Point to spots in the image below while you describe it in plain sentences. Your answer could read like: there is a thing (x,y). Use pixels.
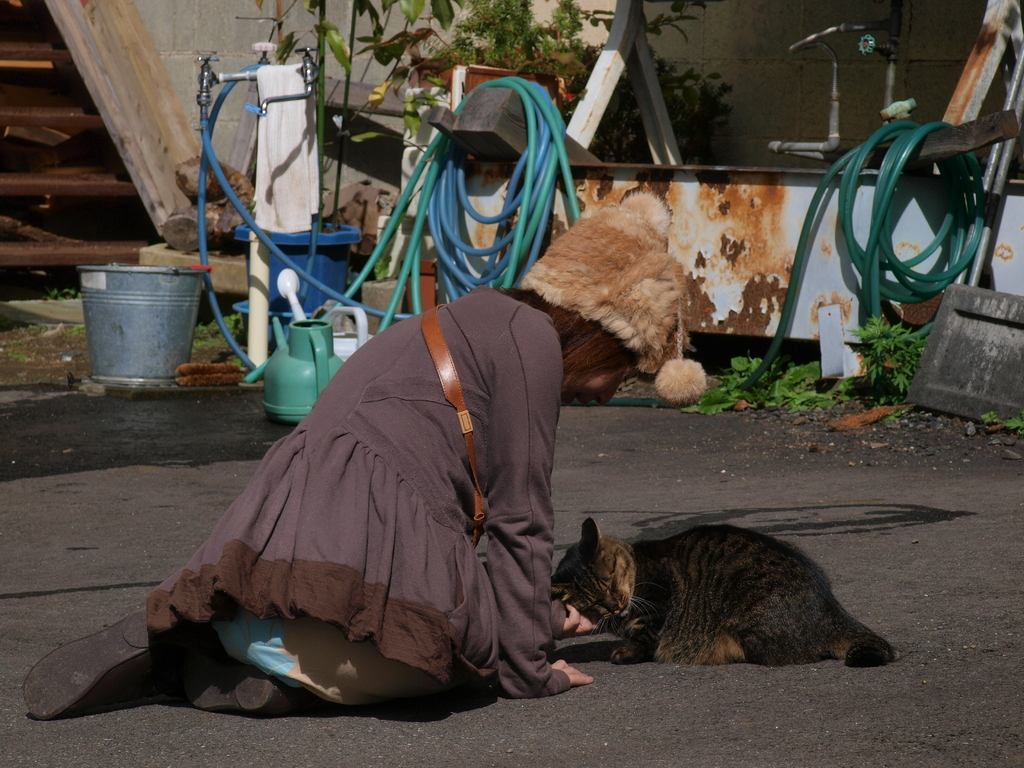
In the foreground of this picture (408,495), there is a woman (480,629) sitting on the ground (423,732) in front of a cat (732,614). In the background (886,172), we can see pipes (848,207), tubs (143,326), tap (209,67), tree (385,43), plant (504,36) and the wall (177,43).
